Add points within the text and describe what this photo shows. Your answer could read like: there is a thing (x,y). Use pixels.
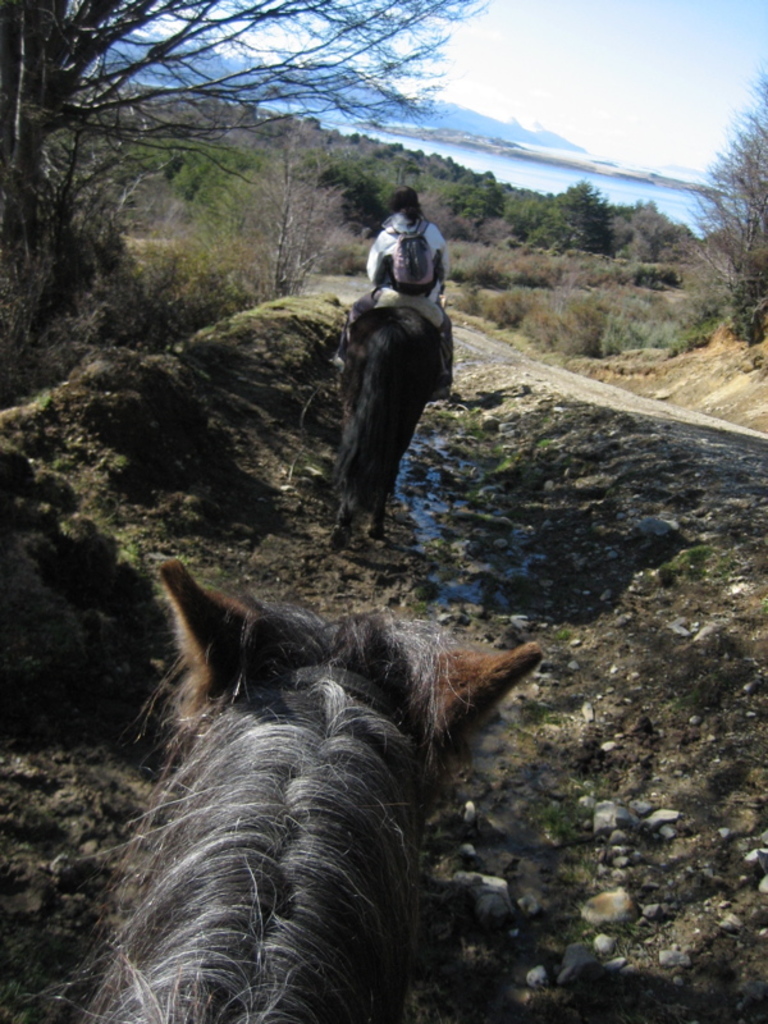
At the bottom (340,695), we see the head (310,615) of a horse (386,670). In the middle (399,421), we see a woman (404,216) is riding a horse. Beside that, we see the stones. There are trees (547,229), hills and a water body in the background (536,237). At the top (588,90), we see the sky (601,69).
